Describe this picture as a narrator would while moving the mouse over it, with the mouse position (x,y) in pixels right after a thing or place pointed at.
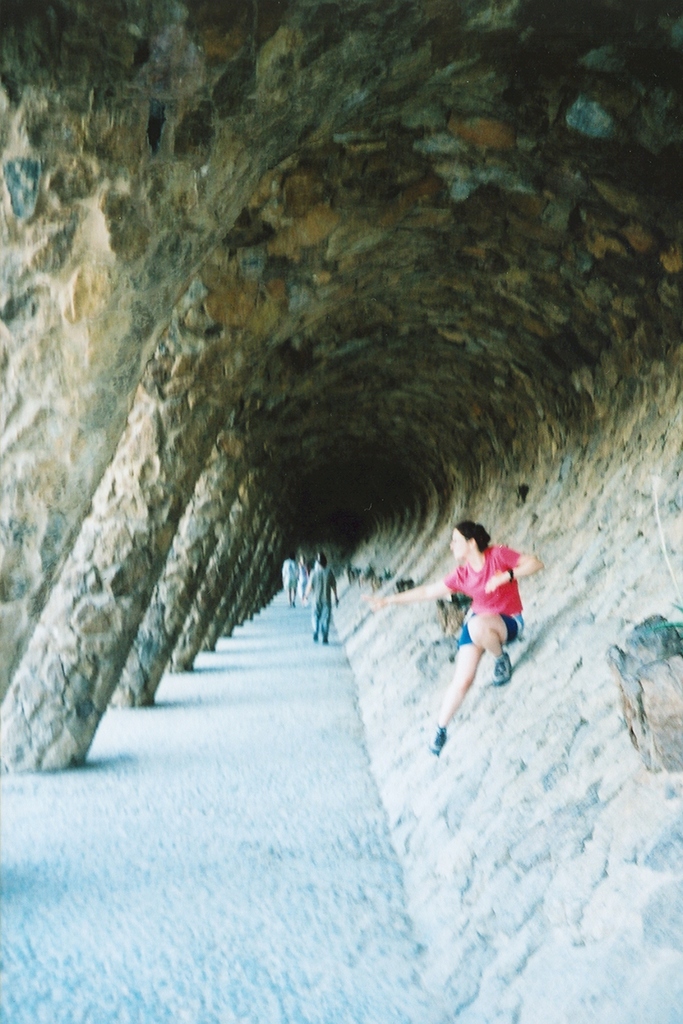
In this image we can see a cave (374,340) and there are people (322,605) walking in the cave (268,597).
